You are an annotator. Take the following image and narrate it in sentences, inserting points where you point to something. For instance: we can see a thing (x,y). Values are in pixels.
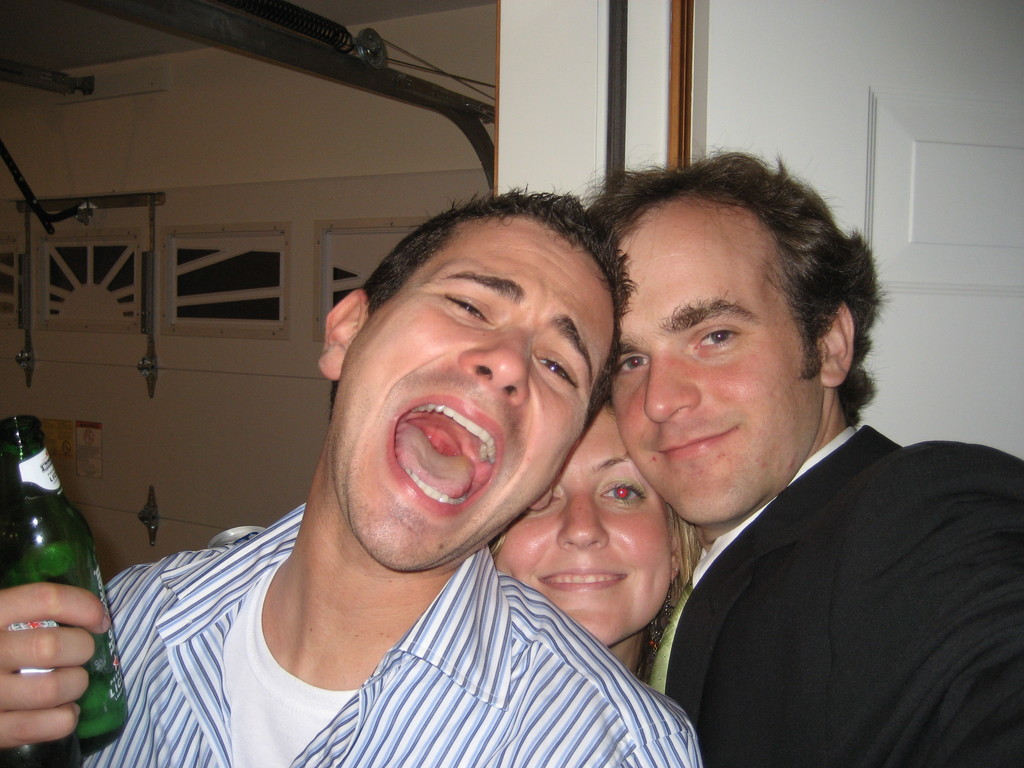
In this image we can see this person (380,590) is standing and holding a green color bottle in his hands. This two people (660,563) are standing on the right side of image (724,522).
